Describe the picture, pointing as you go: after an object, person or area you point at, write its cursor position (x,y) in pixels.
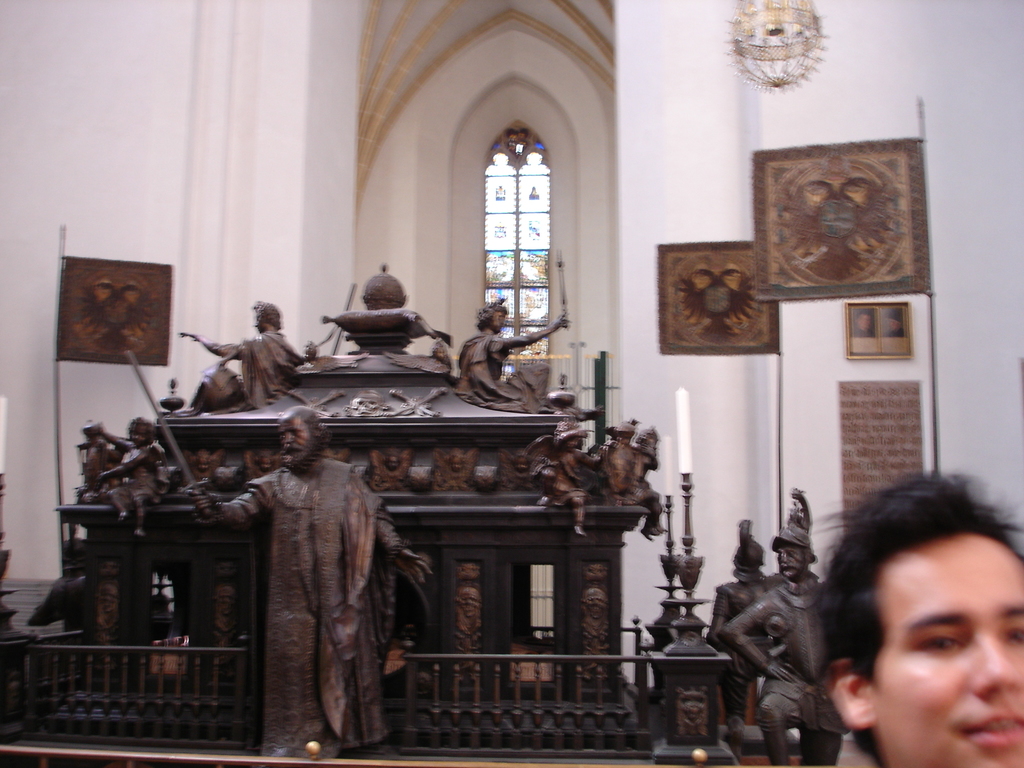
This image consists of a statue (373,539) in the middle (509,504). There is a person's face (935,605) in the bottom right corner (890,596). There are lights (798,50) at the top (793,38). There are candles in the middle (681,505).
